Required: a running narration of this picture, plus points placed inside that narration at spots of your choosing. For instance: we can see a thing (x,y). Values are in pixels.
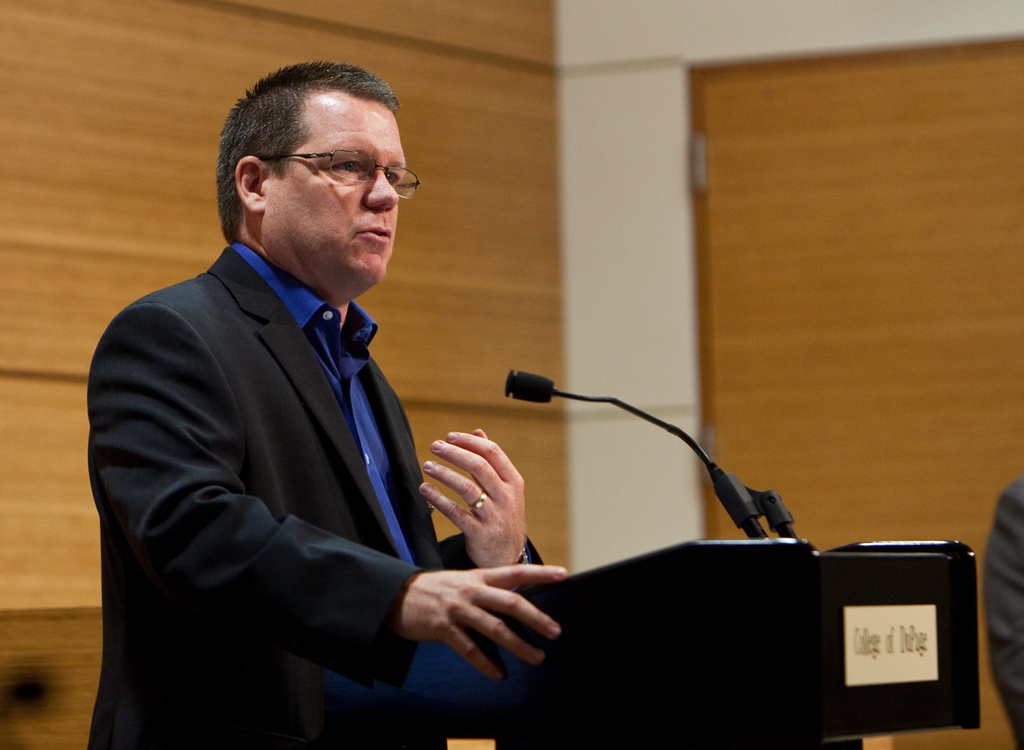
In this image we can see a person (305,542) standing near a podium (620,578). In the background of the image (129,95) there is a wooden wall (433,221). There is a pillar (615,332).
